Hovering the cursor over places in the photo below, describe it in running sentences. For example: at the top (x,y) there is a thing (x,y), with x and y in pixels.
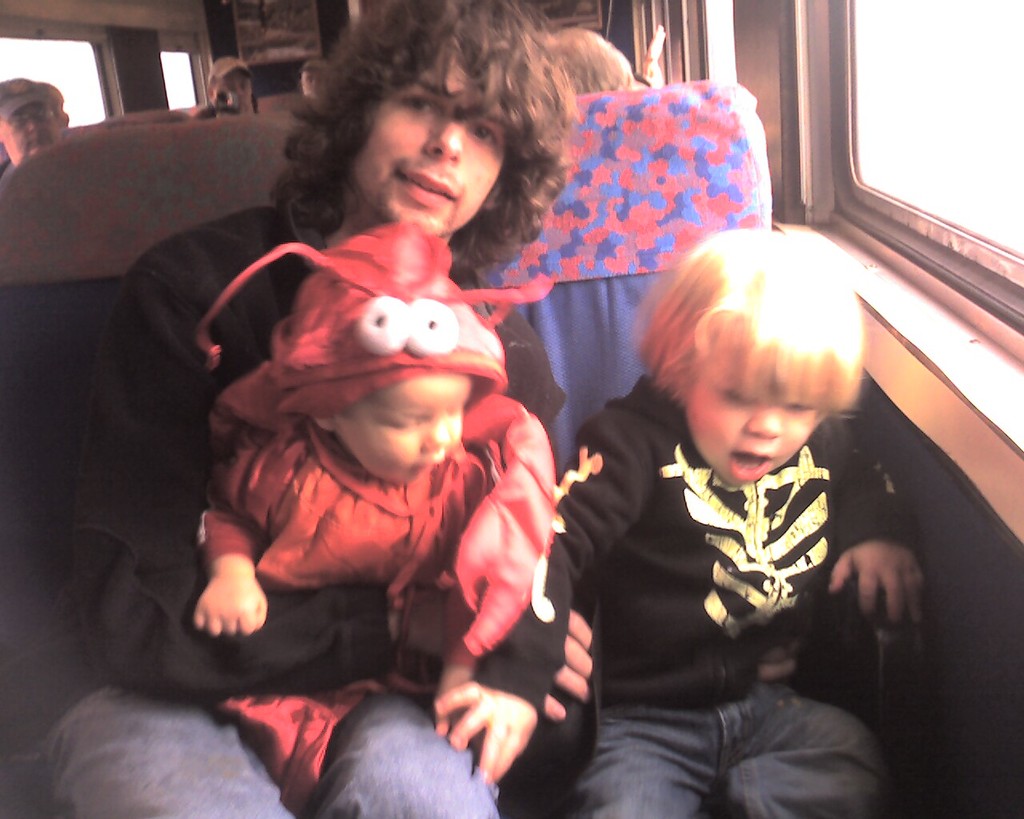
This image is taken in a vehicle (170,183). In the middle of the image (454,492) a man (274,288) is sitting on the seat (8,276) and he is holding a baby (334,489) in his hands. On the right side of the image (895,249) there is a window (931,84) and a boy (690,559) is sitting on the seat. In the background (47,116) a few (39,122) are sitting on the seats (156,123) and there are two windows (172,86).
